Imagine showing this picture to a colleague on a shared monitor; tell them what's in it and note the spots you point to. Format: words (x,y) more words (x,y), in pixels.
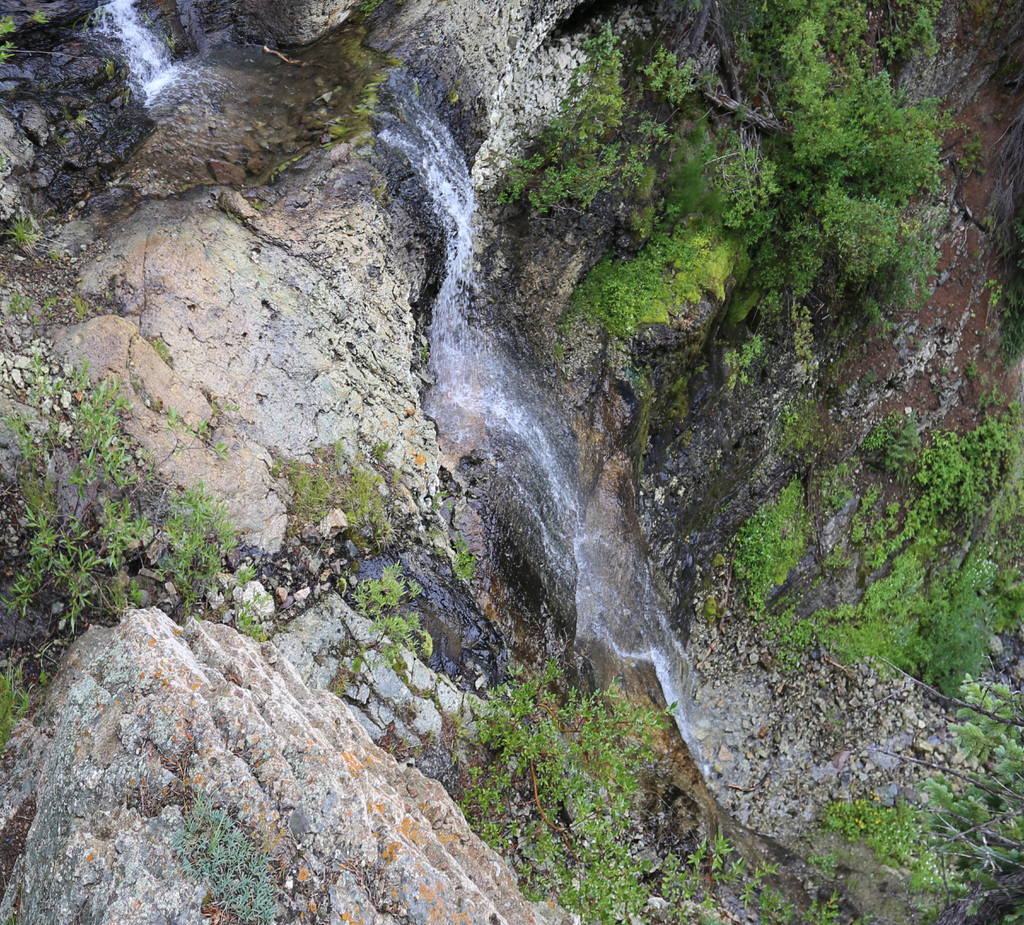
In this image I can see a huge rock surface (280,340) which is cream and brown in color and some grass (99,408) and few trees (545,175) on it. I can see the water (489,349) flowing through the surface (348,162).
